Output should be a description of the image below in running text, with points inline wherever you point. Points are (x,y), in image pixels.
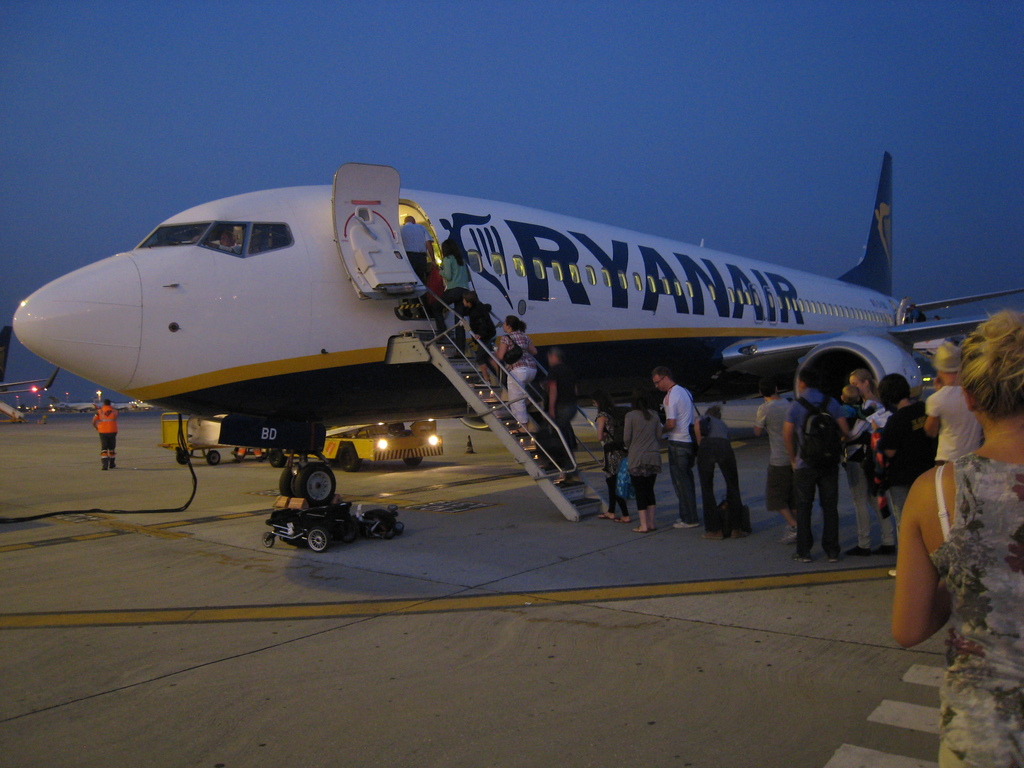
In this image we can see people (821,407), plane (298,404), blue sky (352,89), vehicle (399,448) and things (375,511).
